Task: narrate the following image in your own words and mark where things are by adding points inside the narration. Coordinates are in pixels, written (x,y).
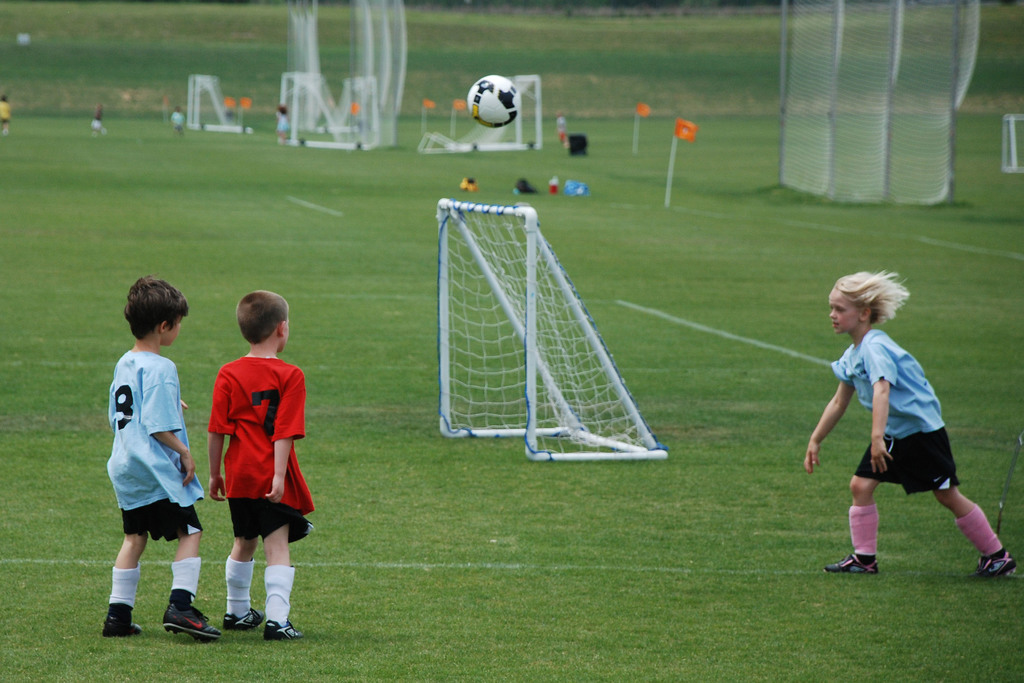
In this image we can see some children (170,396) standing on the grass field (497,535). In the center of the image (543,367) we can see a goal post (480,340) and some objects (467,183) placed on the ground (920,309). In the background (785,116) we can see a ball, some poles (952,56) and a net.
